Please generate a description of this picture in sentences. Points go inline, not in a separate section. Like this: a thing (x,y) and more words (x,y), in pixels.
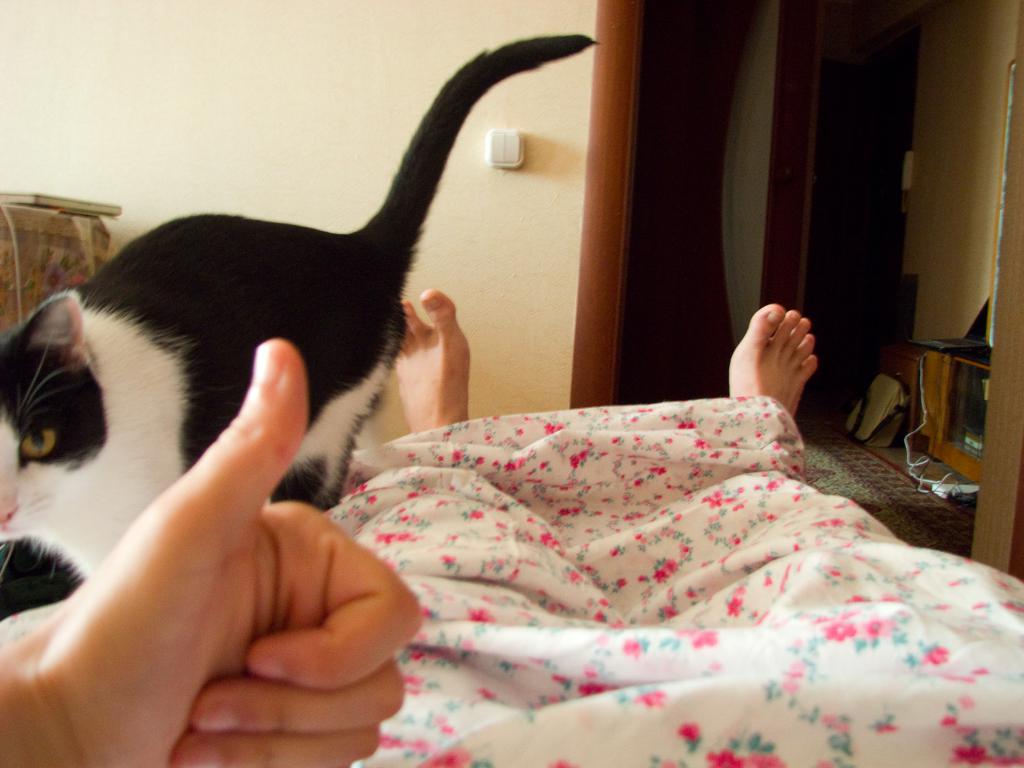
This picture shows a human (276,715) and we see a blanket (502,523) and a cat (164,418). It is white and black in color and we see a bag (879,425) on the floor (873,449).
